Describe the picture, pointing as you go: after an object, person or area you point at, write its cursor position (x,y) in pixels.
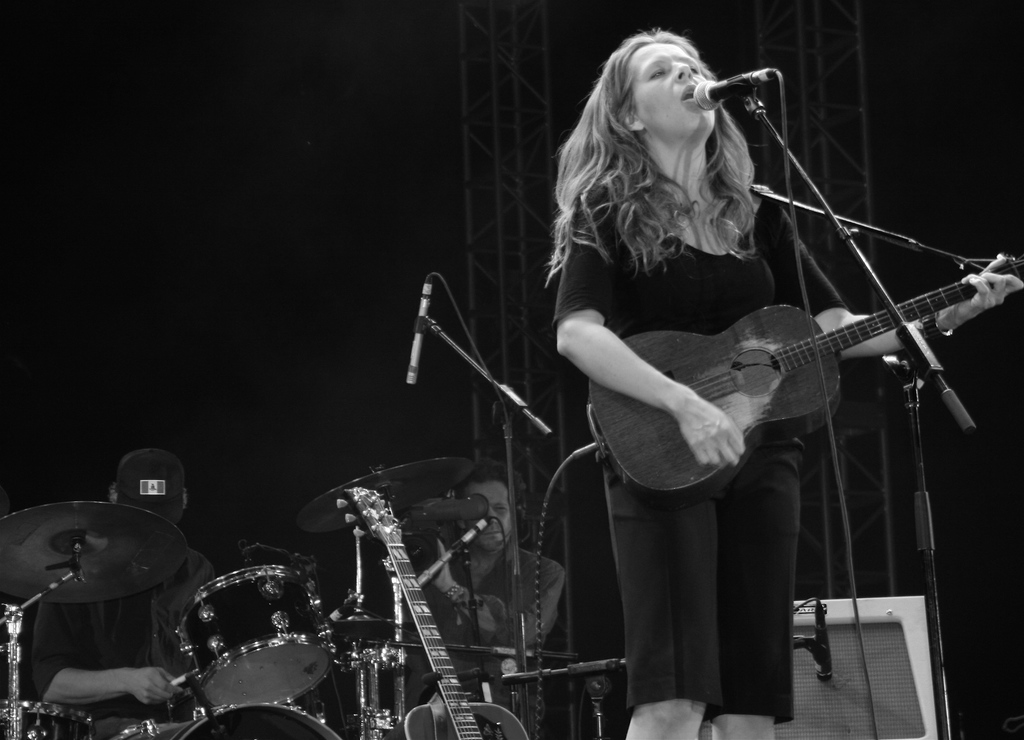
In this image I can see a woman (790,253) is standing and holding a guitar (682,416). I can also see a mic (715,97) in front of her. In the background (156,597) I can see a person (143,594) next to a drum set (456,473) and here I can see one more guitar (397,543) and other mic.
